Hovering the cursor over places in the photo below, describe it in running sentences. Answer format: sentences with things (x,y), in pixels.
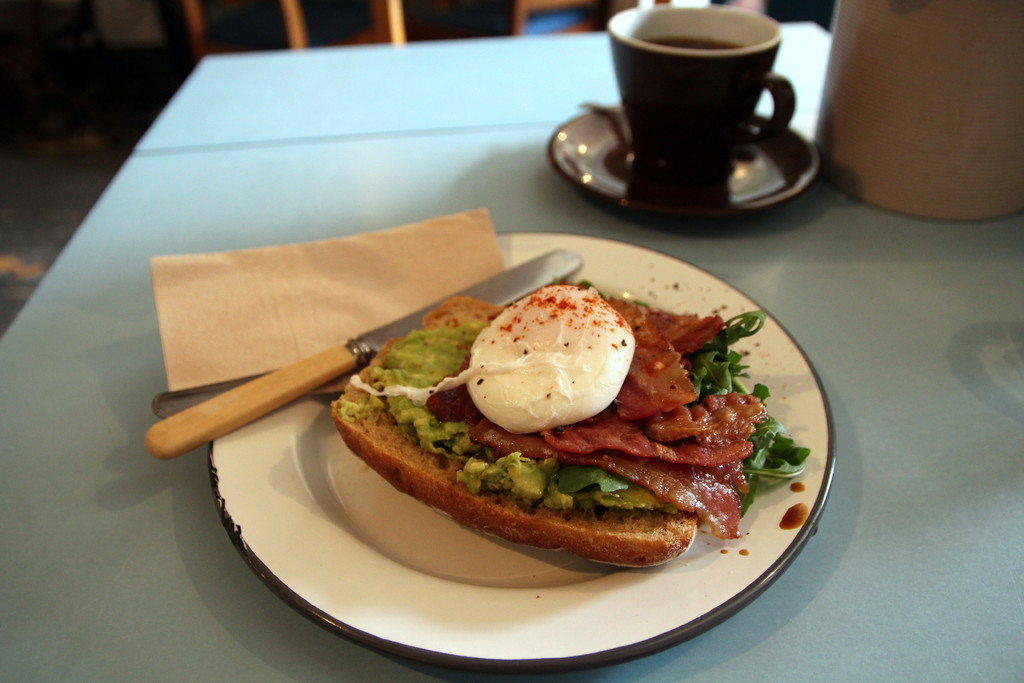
This image consist of a table (924,323). On which a plate (476,558) of food (530,475) is kept, along with knife (261,407) and tissue (353,286), To the right (718,171), there is a cup (695,107) of coffee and saucer (664,213). At the top left (58,197), there is floor (65,178). In the background (526,9), there are chairs (359,39).
